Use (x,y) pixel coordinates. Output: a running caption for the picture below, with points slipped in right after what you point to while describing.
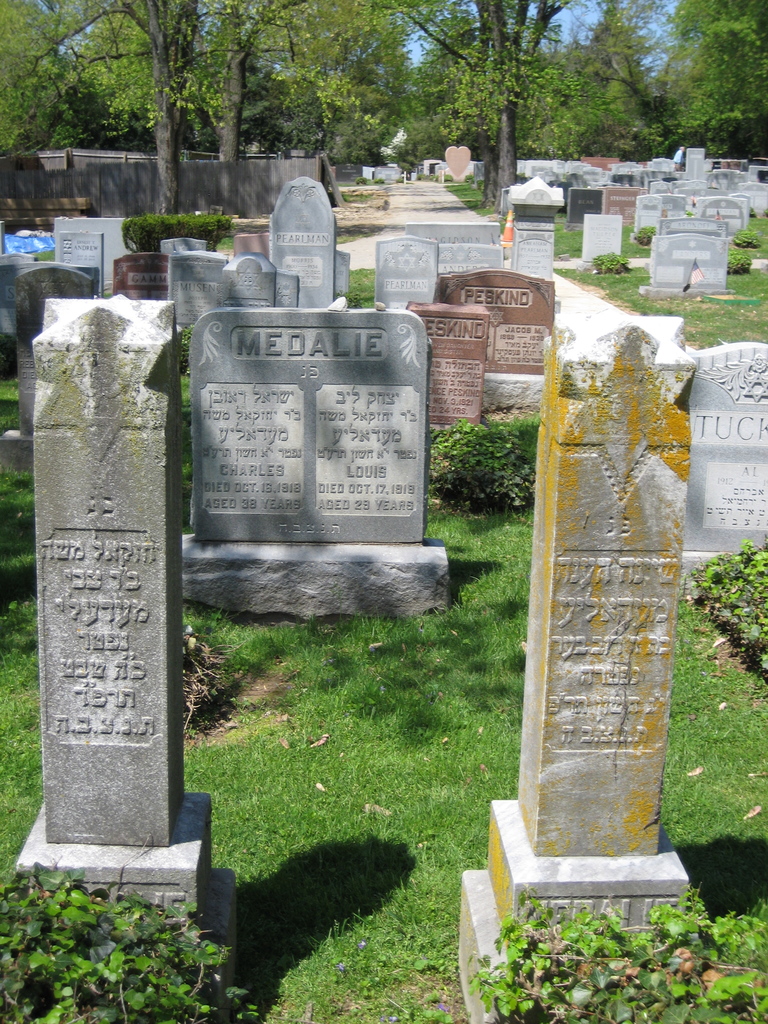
In this image there are a group of cemeteries (394,514) at the bottom (242,804) there is grass (313,864) and some plants (690,893), in the background (231,170) there is a wall (153,194) and trees (192,141).
